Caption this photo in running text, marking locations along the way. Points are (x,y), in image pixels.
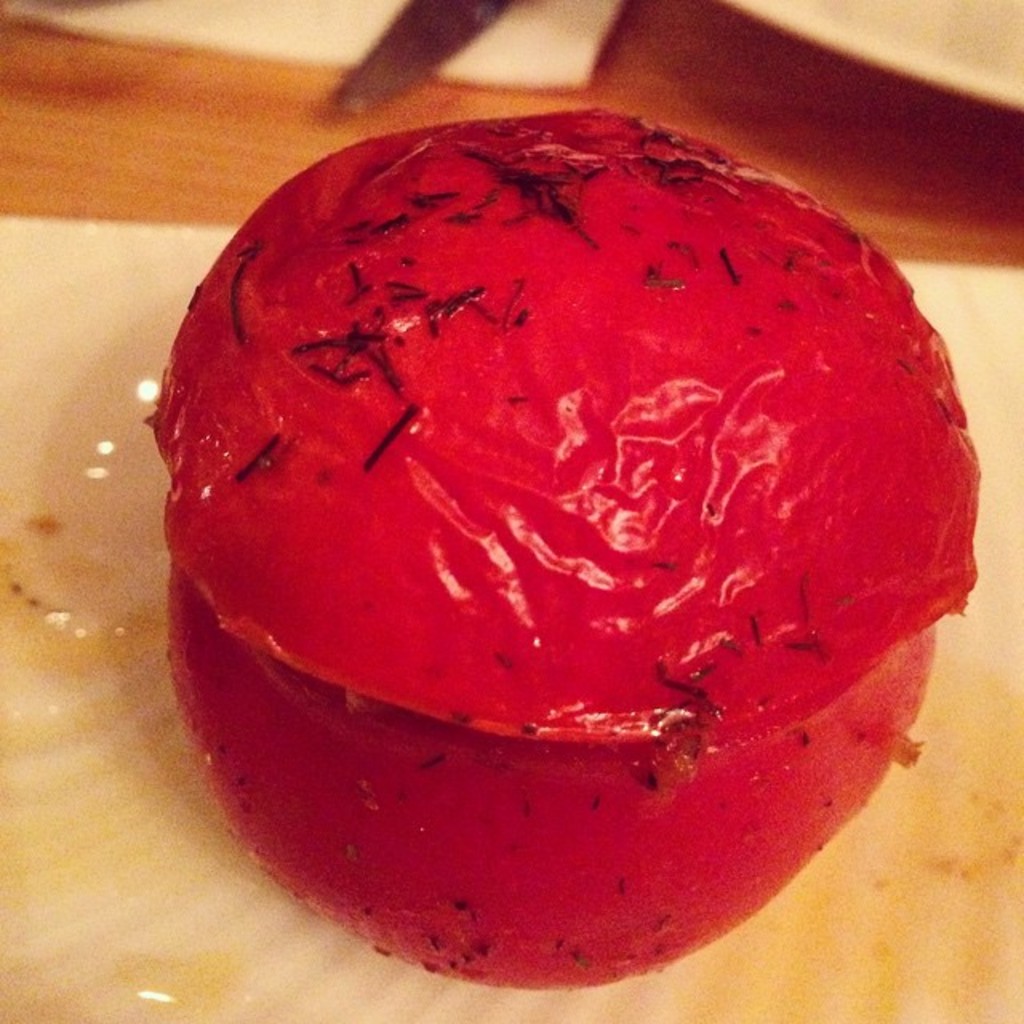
In this picture we can see a food item (533,563) on an object (793,993). At the top of the image (119,22), there are some objects (994,53).
